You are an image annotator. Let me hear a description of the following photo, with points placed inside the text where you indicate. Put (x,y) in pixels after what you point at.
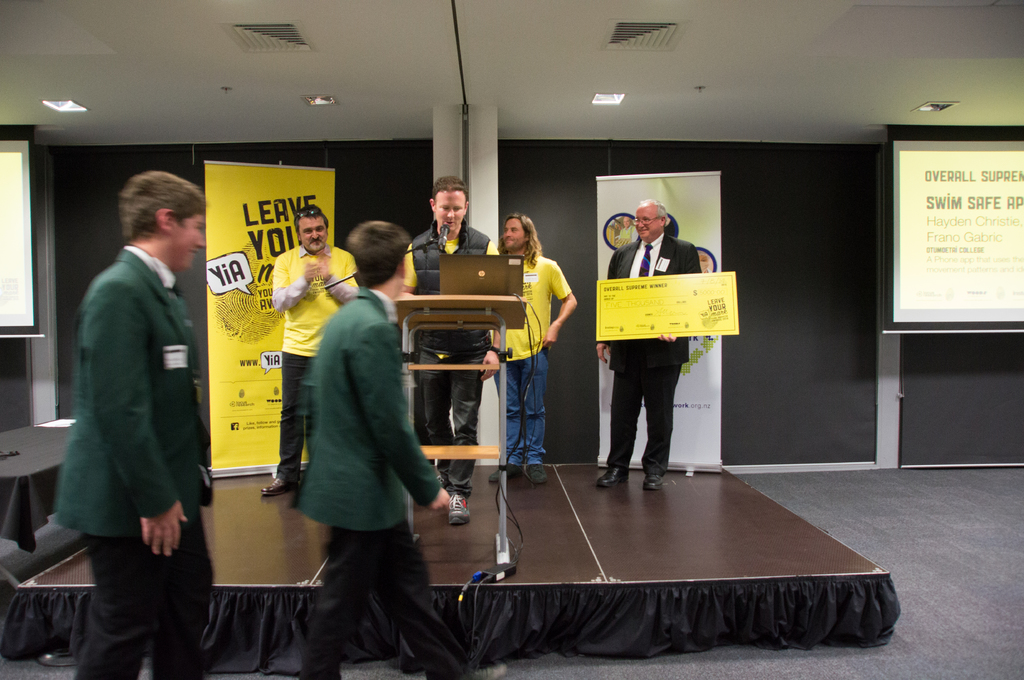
In this image I can see six persons (436,402), table (512,321), certificate (627,327), posters (239,222) and a mike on the floor (894,500). In the background (1010,420) I can see a screen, wall (104,199) and a rooftop (278,68). This image is taken may be in a hall (480,167).
